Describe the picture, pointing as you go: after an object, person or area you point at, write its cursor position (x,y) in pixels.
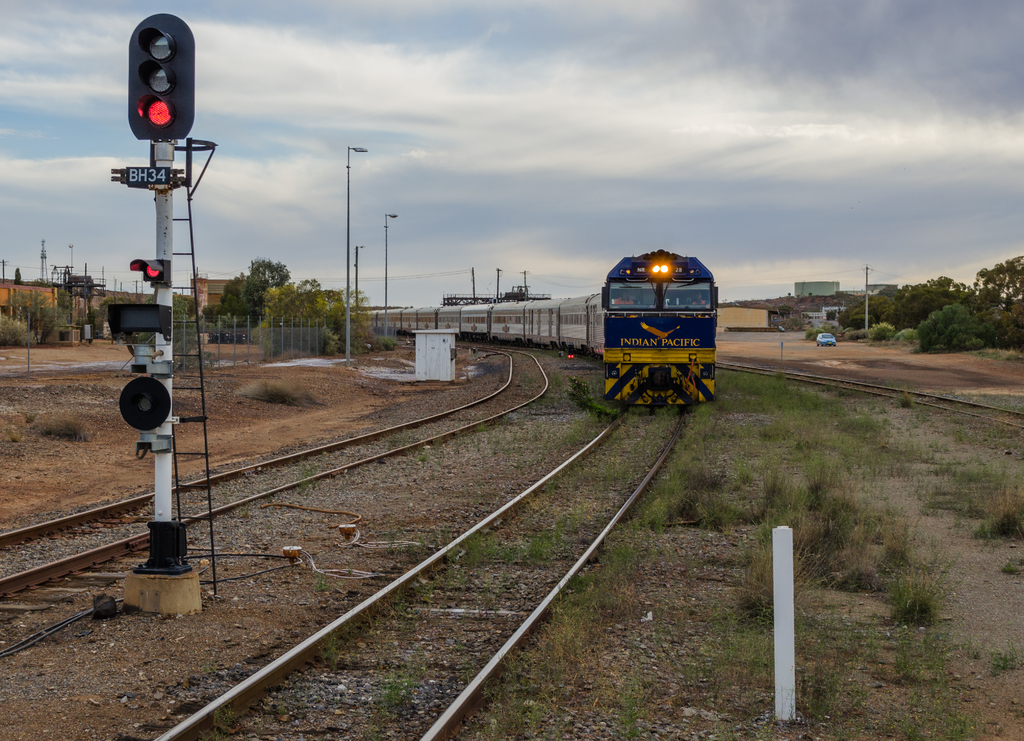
In this image I can see few railway tracks (221,473) and in the centre (668,357) I can see a train (550,332) on it. I can also see grass (557,488) and a pole (170,174) in the front (158,190), on this pole (132,178) I can see few signal lights (163,69). In the background (252,303) I can see number of poles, number of lights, number of trees (308,330), a building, clouds (737,264) and the sky (406,127).
